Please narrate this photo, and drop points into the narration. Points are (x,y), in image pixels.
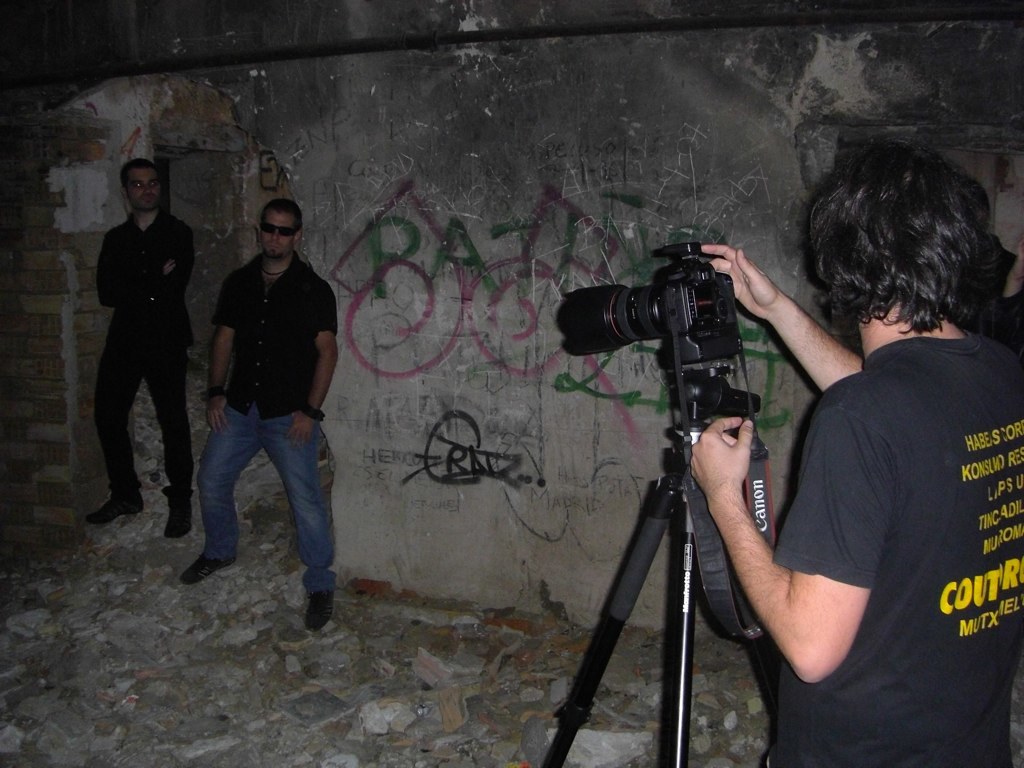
This picture is taken in dark. On the right corner of the picture (895,415), man (882,497) in black t-shirt (827,485) is holding camera (692,249) in his hands (717,478) and taking pictures in it. On the left corner of this picture (300,278), we see two men (336,363) standing and posing to the camera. Behind them, we see a wall (632,133).
